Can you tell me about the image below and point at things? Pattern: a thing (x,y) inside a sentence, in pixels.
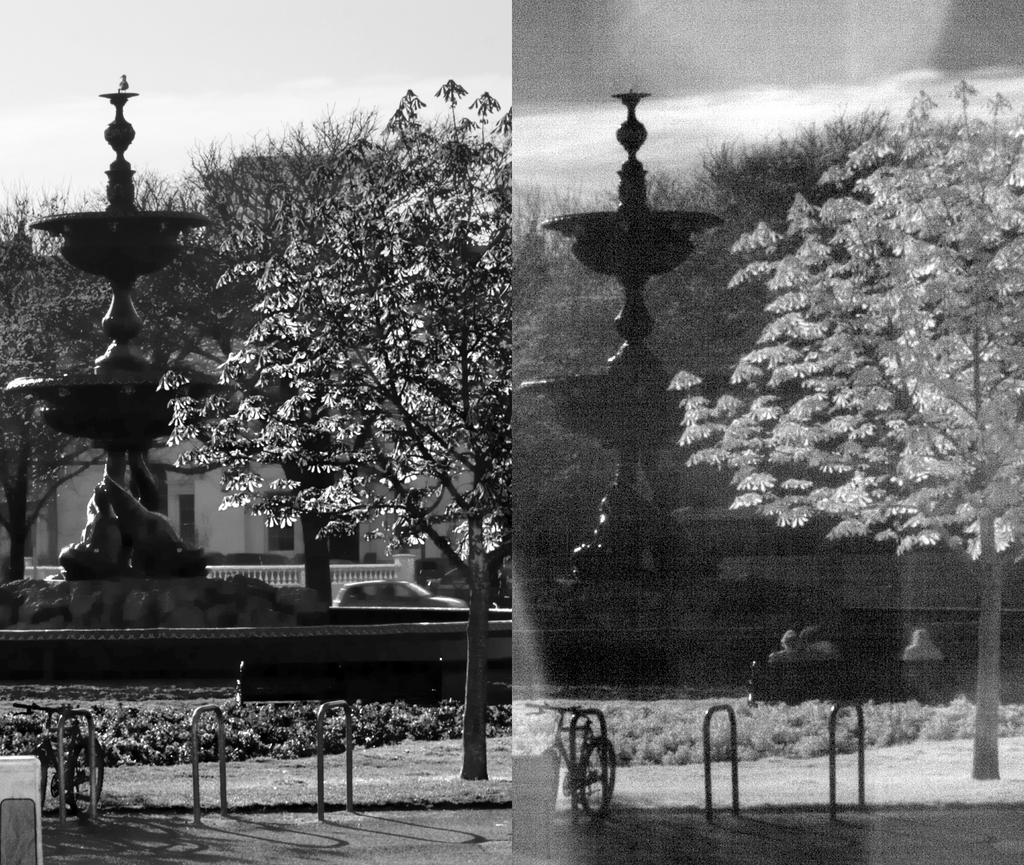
In this image we can see a collage of same picture, there is a fountain (176,589), bicycle (82,735) on the road (437,815), iron rods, tree (411,390) and in the background (275,479) there is a building (225,491), trees (206,231) and sky (317,45).
